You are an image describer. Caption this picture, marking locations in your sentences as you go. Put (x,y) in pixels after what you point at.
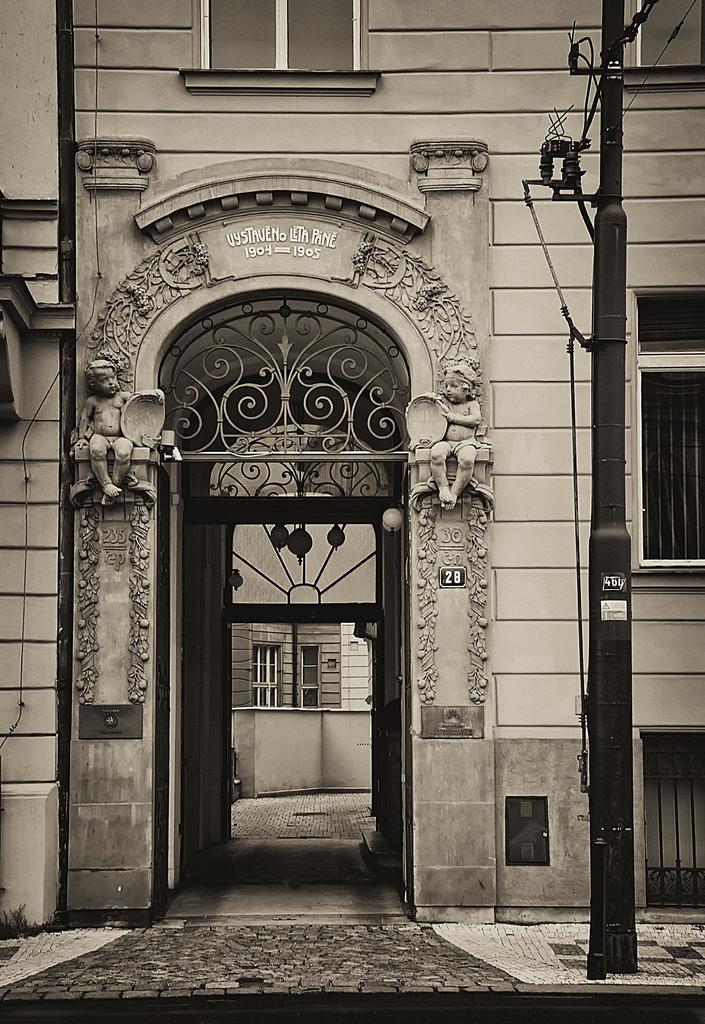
In the foreground of the picture (435,941) there is pavement (640,952). On the right (591,973) there is a pole (609,513). In the middle of the picture (258,675) we can see a building (489,810). In the center of the background (269,674) there are windows (315,661), wall (250,672), sculptures (443,461), text (271,236) and door (222,823).
